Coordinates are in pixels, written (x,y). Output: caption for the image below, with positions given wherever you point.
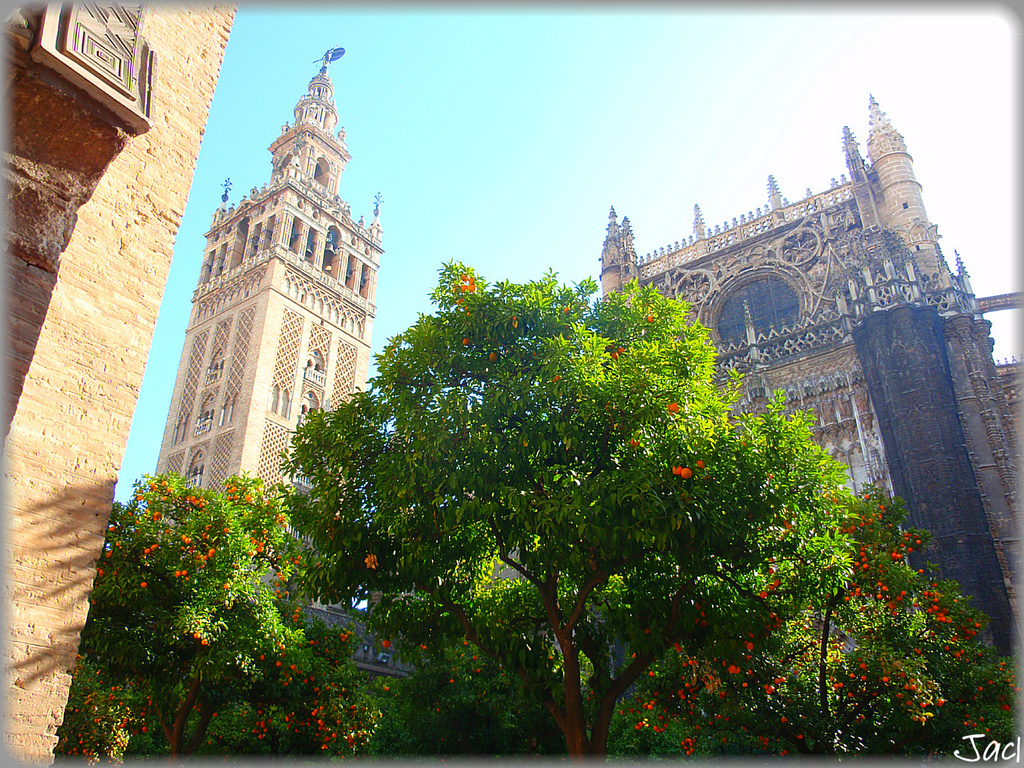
In this picture I can see few trees (452,544) in front (657,506) and on the trees (538,520) I can see number of fruits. In the background (299,481) I can see few buildings (301,312) and I can see the sky (488,143). On the right bottom corner of this picture (978,752) I can see the watermark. On the left side of the image (45,233) I can see the wall (140,271).
